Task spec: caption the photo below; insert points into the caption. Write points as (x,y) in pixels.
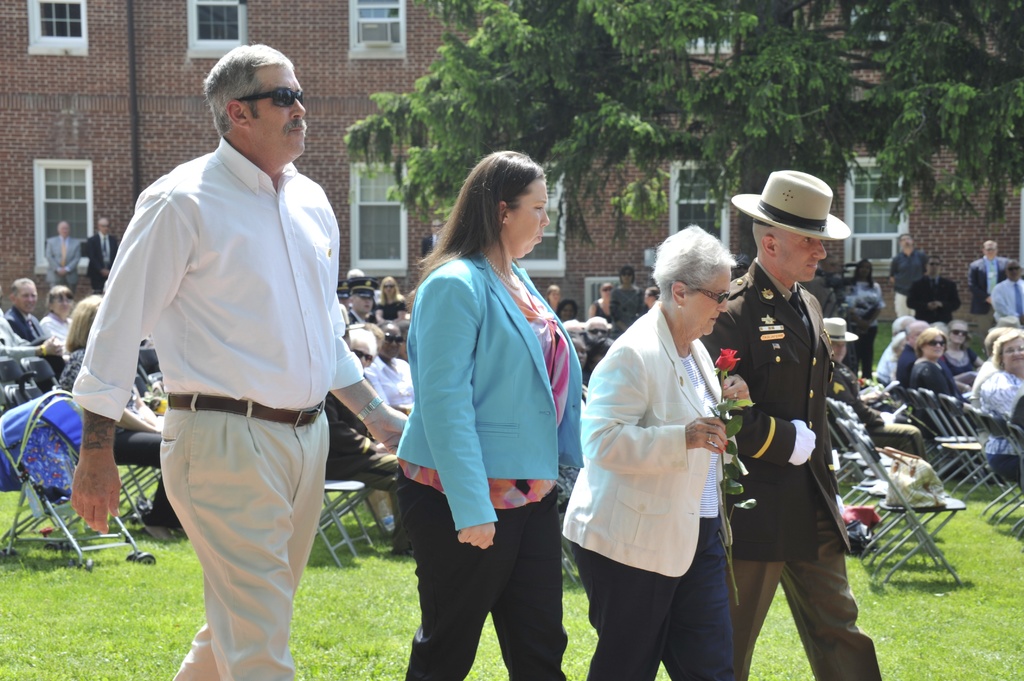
In this image we can see one building (370,93) with glass windows (872,188), some objects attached to the windows (556,270), some people (999,369) are sitting on the chairs (856,448), one baby stroller (147,554) on the ground (995,508), some chairs (1012,499), some people (912,253) are standing, one bag (918,489) on the chair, some objects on the ground (86,580), one tree (975,34), some people (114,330) are holding some objects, some people (546,548) are walking on the ground (862,571), some grass (146,570) on the ground (950,549), one woman (698,382) holding one flower (740,468), two people (855,302) holding two cameras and taking video.
